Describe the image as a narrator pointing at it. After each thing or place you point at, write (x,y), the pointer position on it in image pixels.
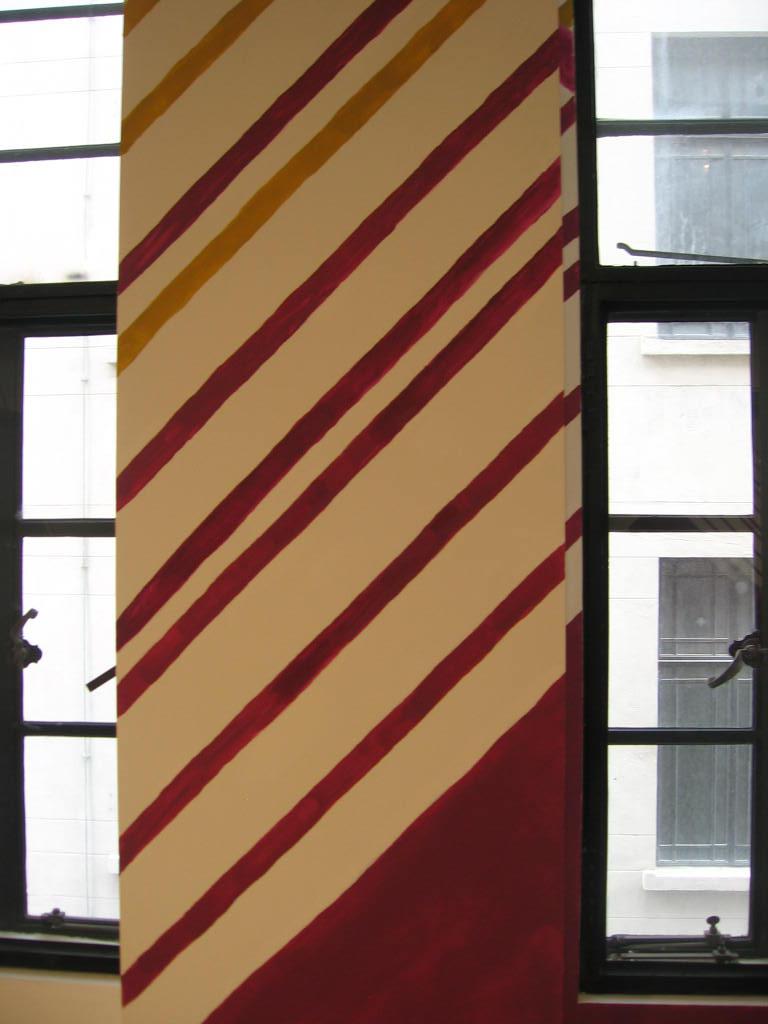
In the center of this picture (444,361) we can see the few stripes (247,207) on the pillar (478,201). In the background (665,55) we can see the window (77,250) and through the window (111,612) we can see the building (655,175) and the windows (708,169) of the building (726,714).
